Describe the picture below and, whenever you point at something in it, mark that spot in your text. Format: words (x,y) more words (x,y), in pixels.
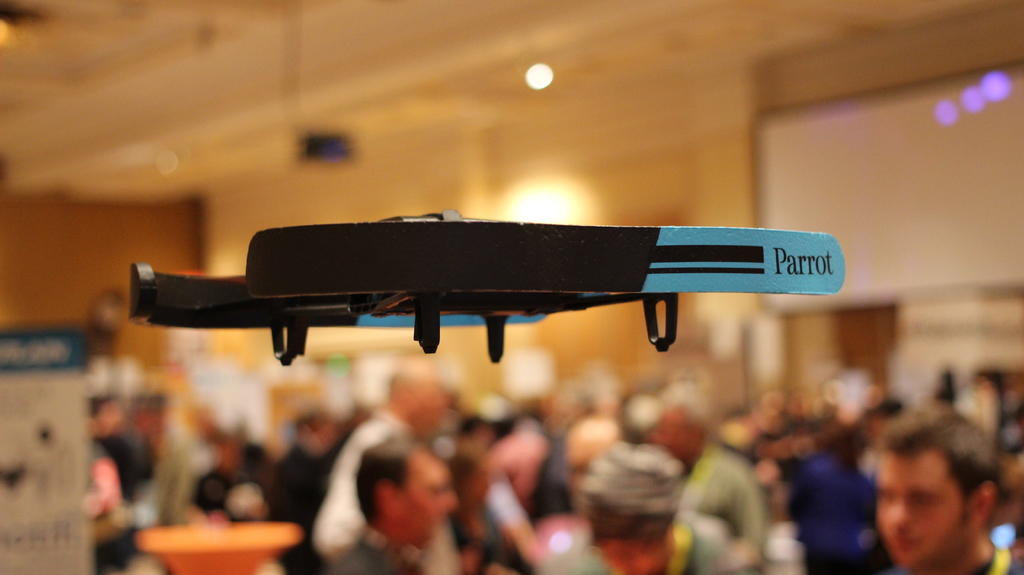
In this image there is an object (415,263) in the air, there is text (801,253) on the object (653,273), there are group of persons (723,447), there is a table (188,543) towards the bottom of the image (246,543), there is a board (53,459) towards the left of the image (40,461), there is text (29,355) on the board (40,369), there is a wall (650,145), there is light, the background of the image (418,90) is blurred.
